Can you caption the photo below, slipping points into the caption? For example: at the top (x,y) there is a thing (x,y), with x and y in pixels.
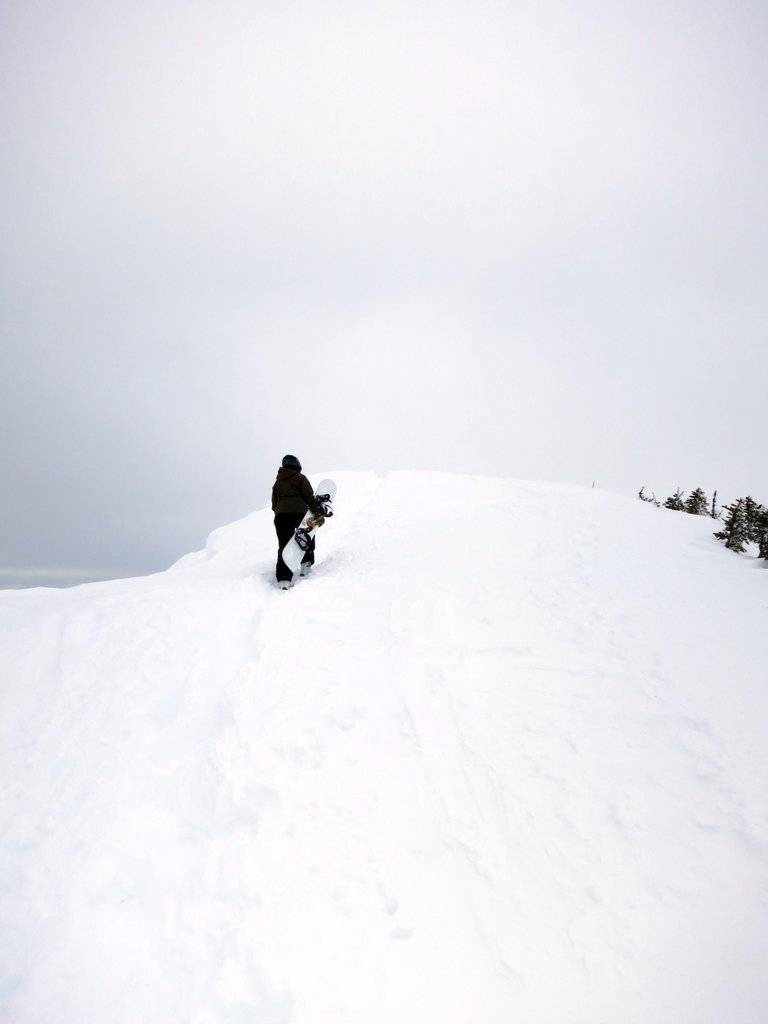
This image consists of snow (361,669) in the middle (349,598). There is sky (398,122) at the top (266,211). There are trees (701,492) on the right side (734,520). There is a person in the middle (283,476), wearing a black pants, holding a snowboard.
